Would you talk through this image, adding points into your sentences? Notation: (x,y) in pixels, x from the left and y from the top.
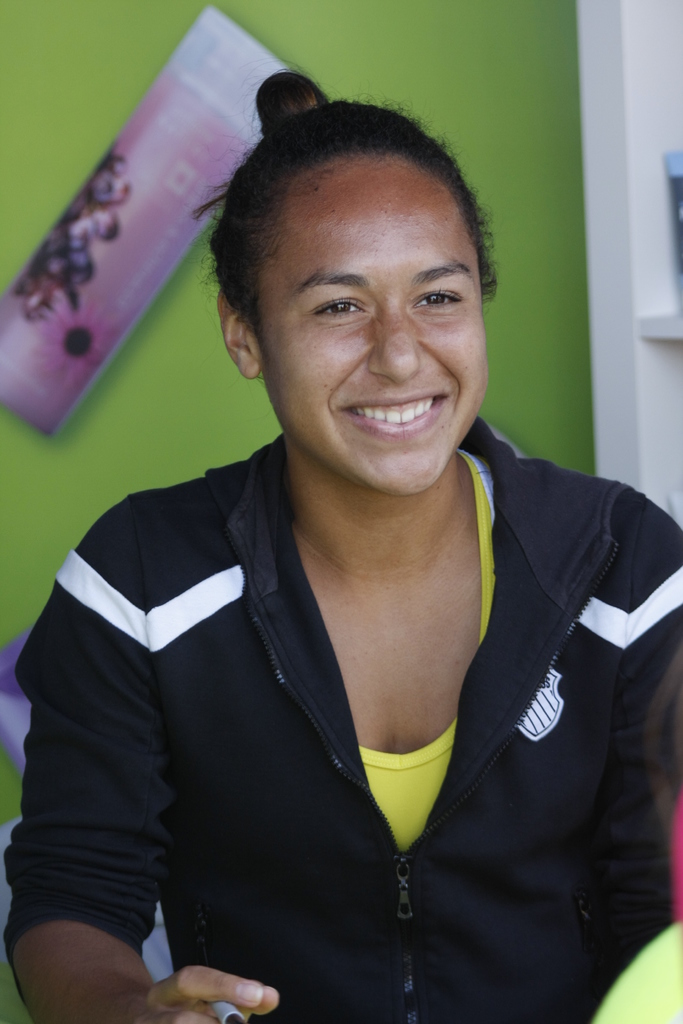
In this image there is a woman (273,714) with a smile on her face (304,368) and holding a pen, behind her there is a board (117,150) hanging on the wall (270,44). On the right side of the image (626,442) we can see there are shelves (612,334).
